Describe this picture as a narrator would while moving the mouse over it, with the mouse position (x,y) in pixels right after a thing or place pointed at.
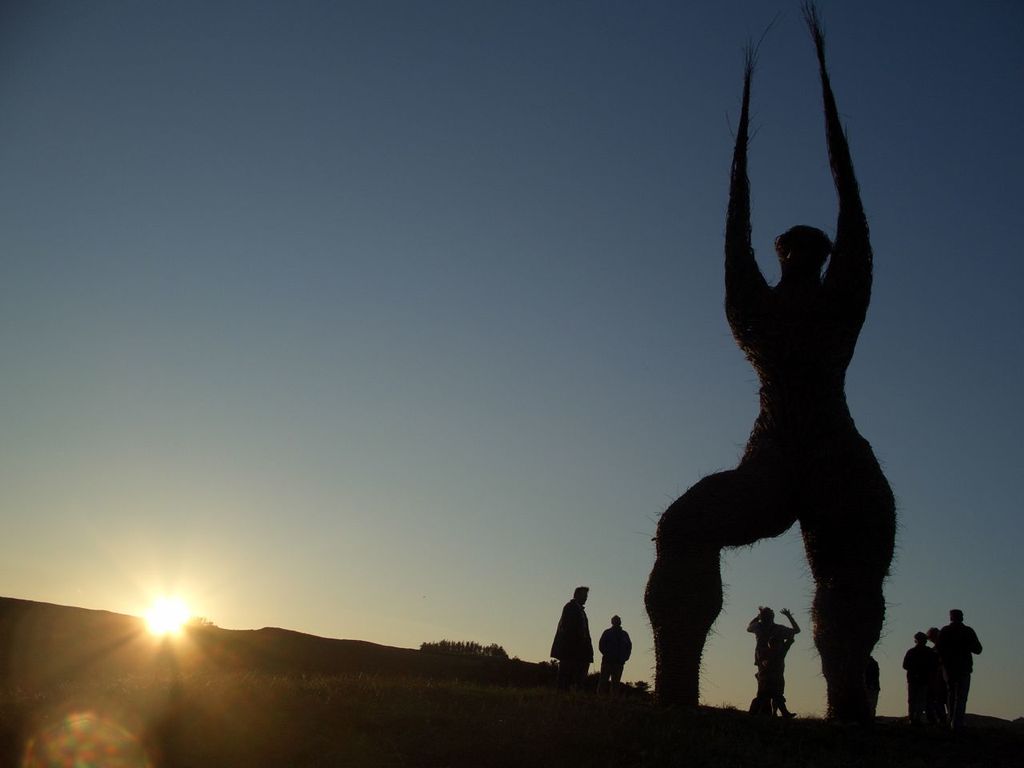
In this image there are few persons (578,625) standing and staring at the statues (772,305).
